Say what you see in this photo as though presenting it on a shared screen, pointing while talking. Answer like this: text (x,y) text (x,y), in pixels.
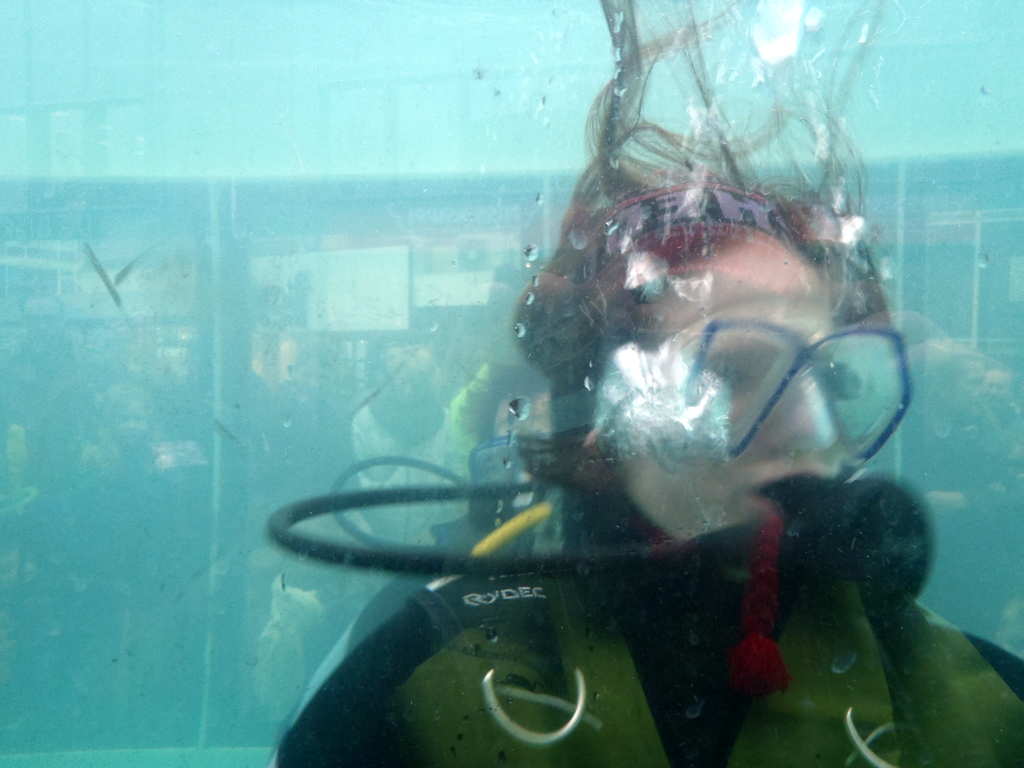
A person (861,637) is in water (110,431) with oxygen pipe (467,569). This person (858,684) wore goggles (885,438). Background we can see people (483,421) and boards (374,292).
